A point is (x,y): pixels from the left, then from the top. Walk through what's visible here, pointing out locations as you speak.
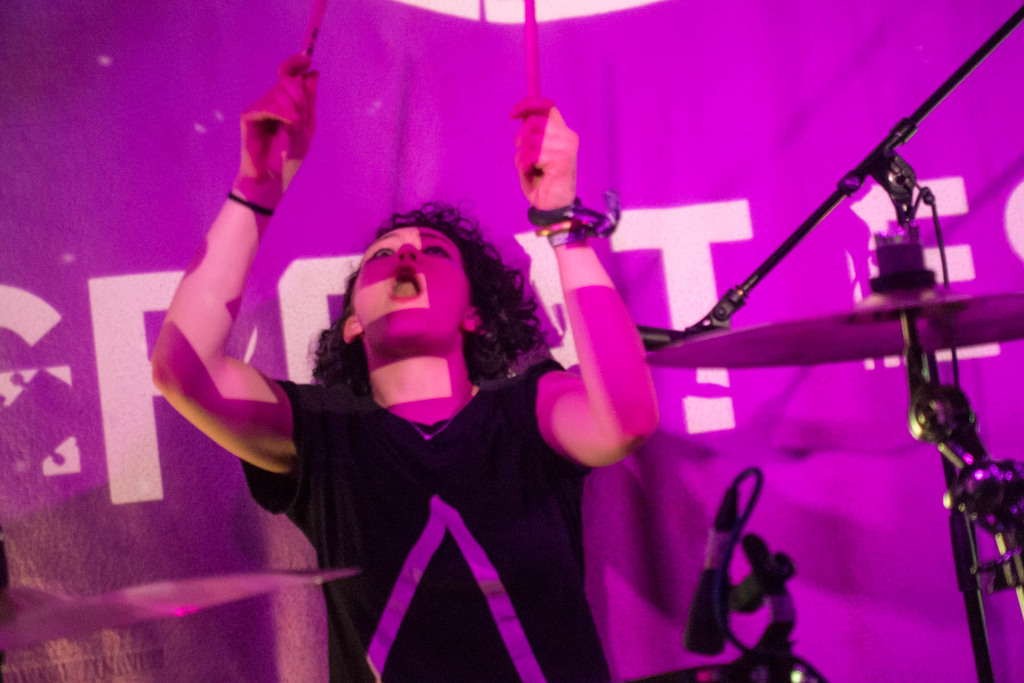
In this picture there is a girl (330,340) in the center of the image (476,279), by holding sticks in her hands (302,121) and there is a flex (869,575) in the background area of the image (305,373).
